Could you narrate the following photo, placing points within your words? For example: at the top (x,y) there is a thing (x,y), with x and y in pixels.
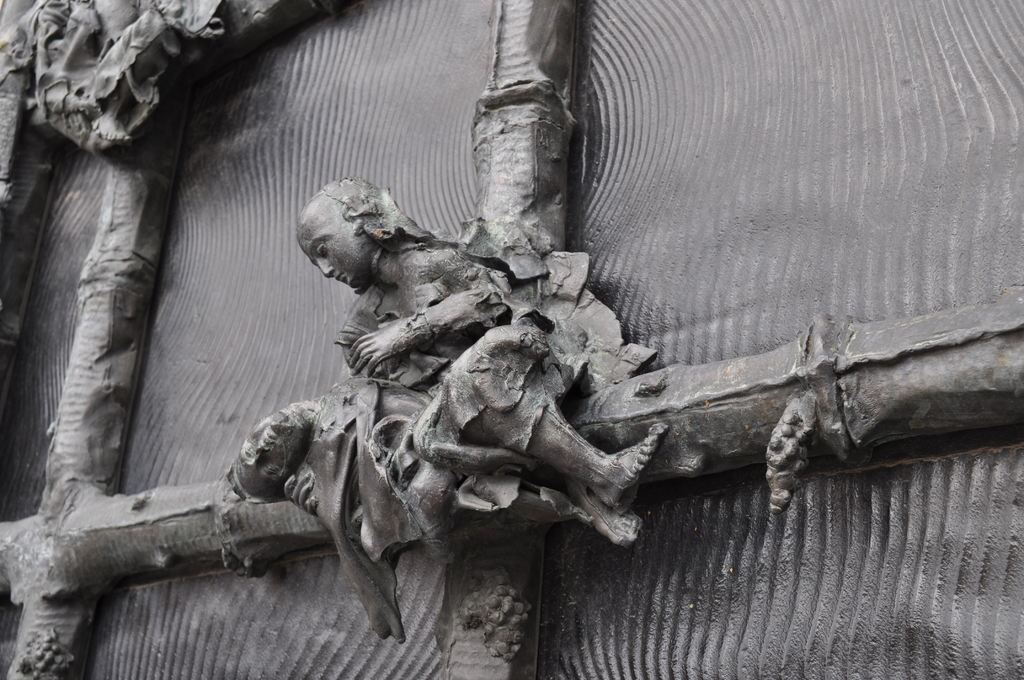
In the foreground of this image (472,412), there are metal sculptures (447,424) and in the background (767,201), it seems like there is a metal sheet (800,192).
